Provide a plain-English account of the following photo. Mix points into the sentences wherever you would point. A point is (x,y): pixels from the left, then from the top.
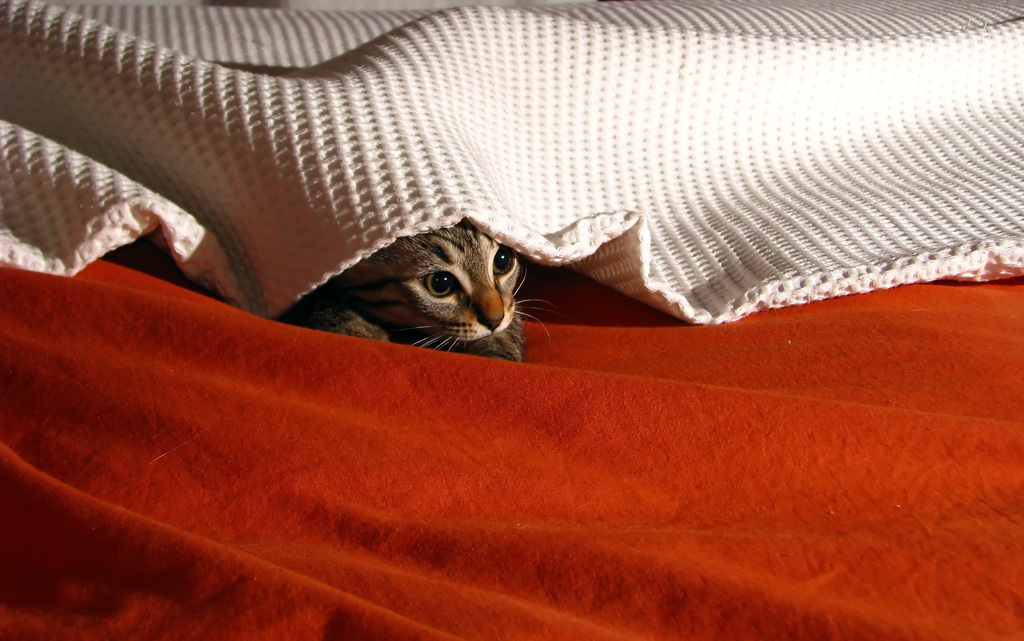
In this image I can see the cat (444,339) on the red color cloth (401,420) and I can also see the blanket (453,133) in white color and the cat (477,269) is in brown and black color.
